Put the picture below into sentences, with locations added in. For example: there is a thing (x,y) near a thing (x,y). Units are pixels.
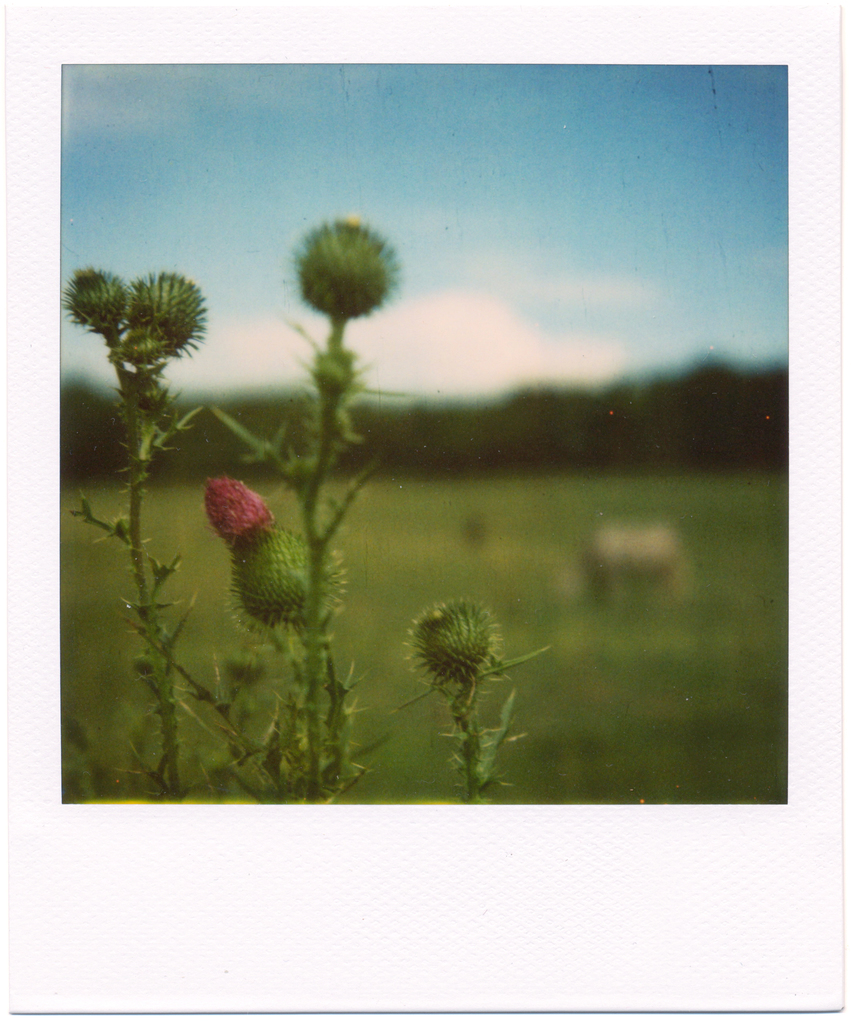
This is the zoom-in picture of a plant (258,502) where we can see stem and flower buds (331,295).
